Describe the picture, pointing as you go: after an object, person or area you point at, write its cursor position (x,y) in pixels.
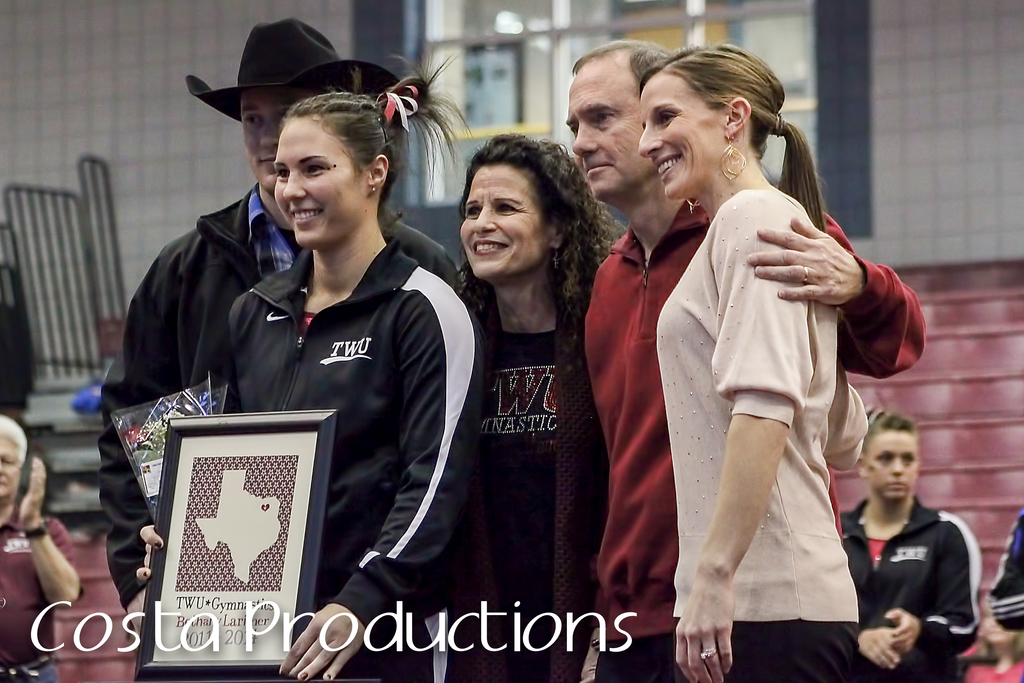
In this image we can see a group of people (604,374) standing. A lady (361,558) is holding few objects (314,557) in her hand (327,611) in the image. There are few people (963,625) at the right side of the image (942,620). There is a person (51,591) at the left side of the image (9,615). There are seating stands (80,586) in the image. We can see the glasses (518,45) in the image.
